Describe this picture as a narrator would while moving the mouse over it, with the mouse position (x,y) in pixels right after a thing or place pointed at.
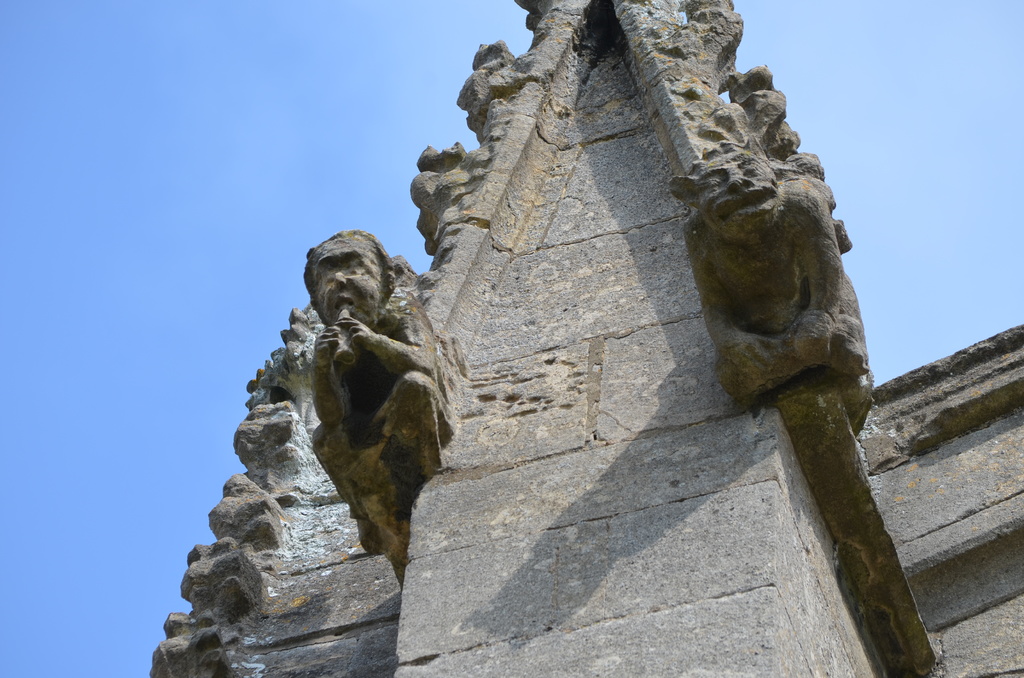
In this picture we can see sculptures (725,324) and a wall (714,407). In the background (873,268) there is sky (873,268).
